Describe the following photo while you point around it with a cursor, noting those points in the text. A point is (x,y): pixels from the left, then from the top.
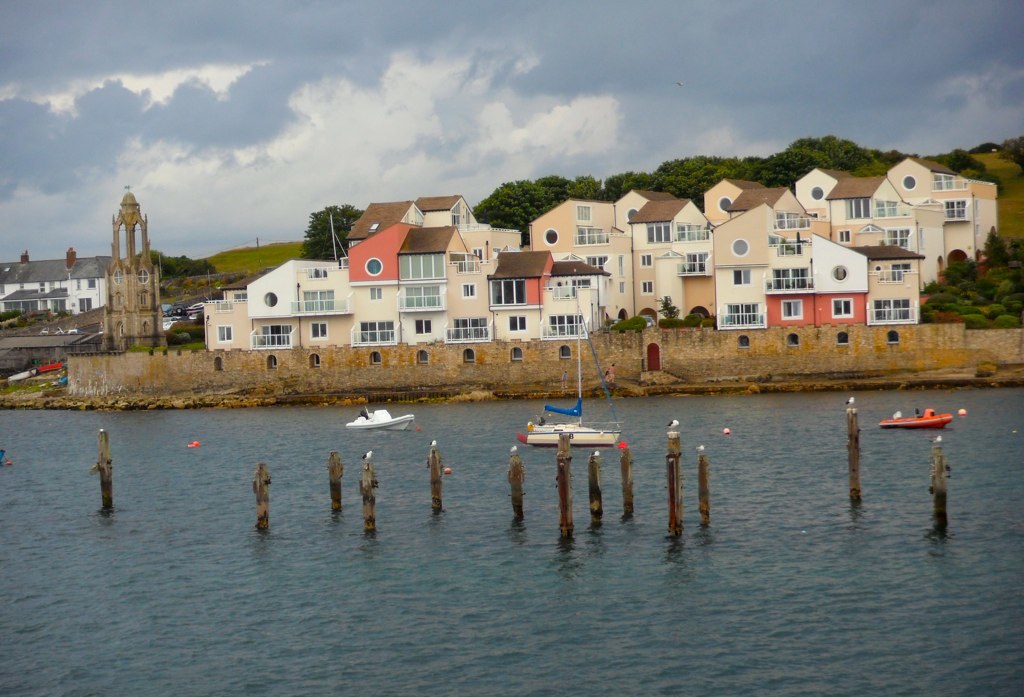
In this image we can see some buildings (134,254), one spire (129,213) at the top of the building (129,199), one lake (962,498), three boats (374,421) in the water (50,469), some objects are on the surface (734,488), one person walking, some vehicles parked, some poles (107,461) in the water (135,462), some birds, some objects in the water (270,436), one big wall (84,366) with red door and windows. There are some trees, bushes (174,339), plants (174,339) and grass (256,254) on the surface (43,378). At the top (1004,121) there is the sky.
